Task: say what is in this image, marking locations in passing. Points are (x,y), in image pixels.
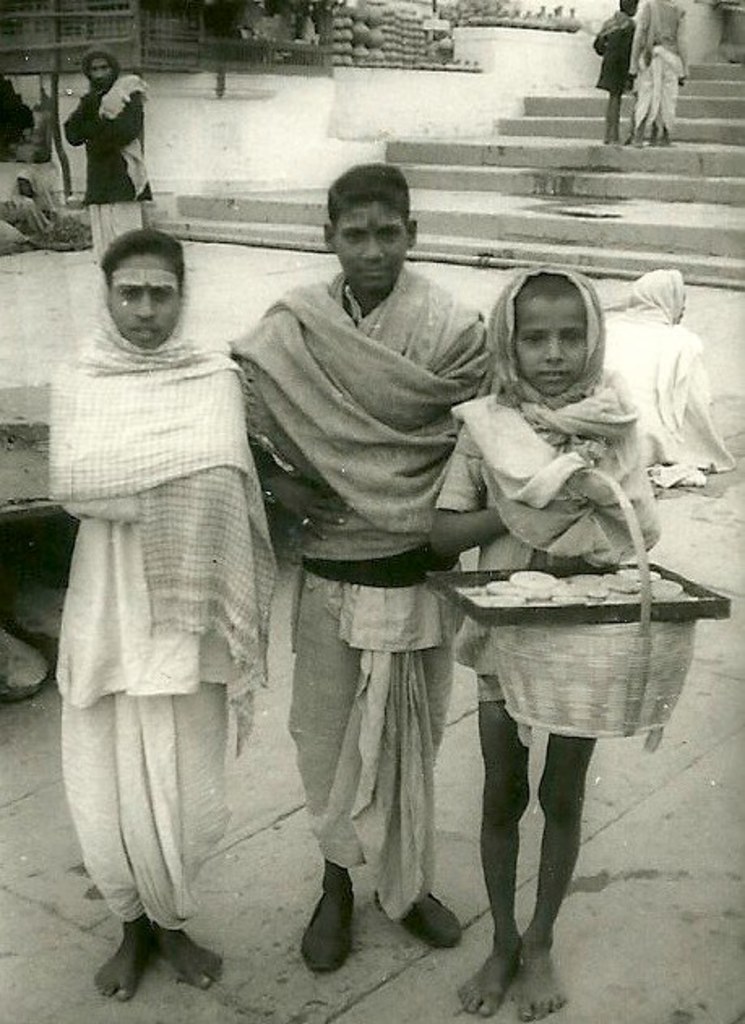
In this image I can see few people (652,42) were in the centre of this image (307,365) I can see two persons (672,286) are sitting on the ground (734,486) and rest all are standing. In the front (629,434) I can see one boy (510,507) is holding a basket (632,639) and in the background (612,177) I can see stairs (696,103). I can also see this image is black and white in colour.
